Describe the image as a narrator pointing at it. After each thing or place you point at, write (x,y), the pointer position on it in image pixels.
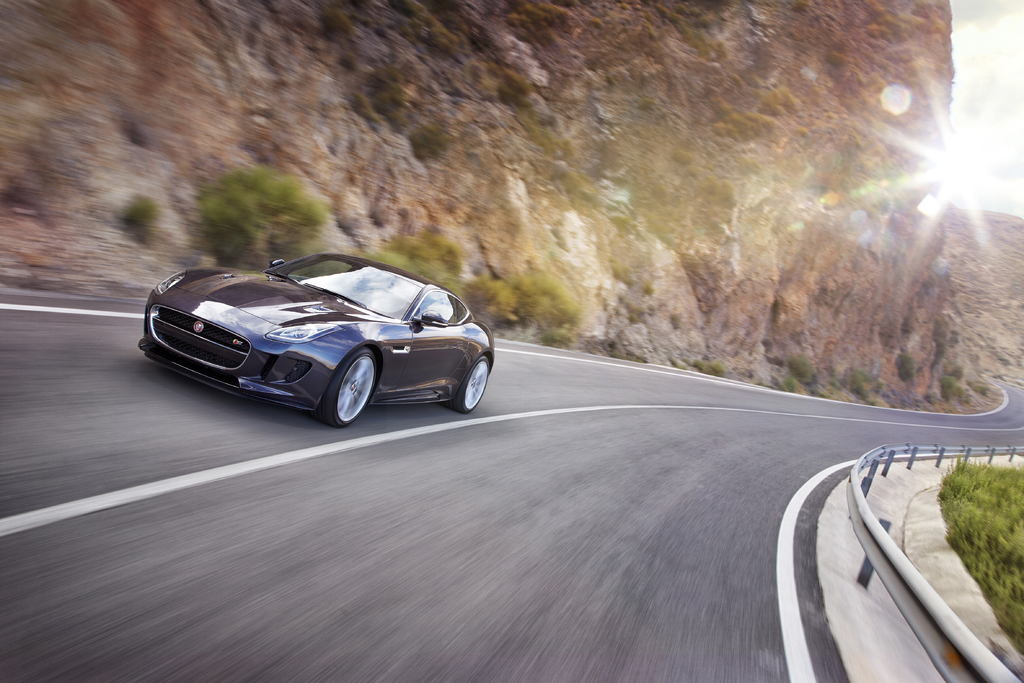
In this image a black car (330,344) is moving on the road (650,404). In the background (315,137) there are hills (583,87), trees (246,190). This is the boundary (893,444). These are trees (992,526).
